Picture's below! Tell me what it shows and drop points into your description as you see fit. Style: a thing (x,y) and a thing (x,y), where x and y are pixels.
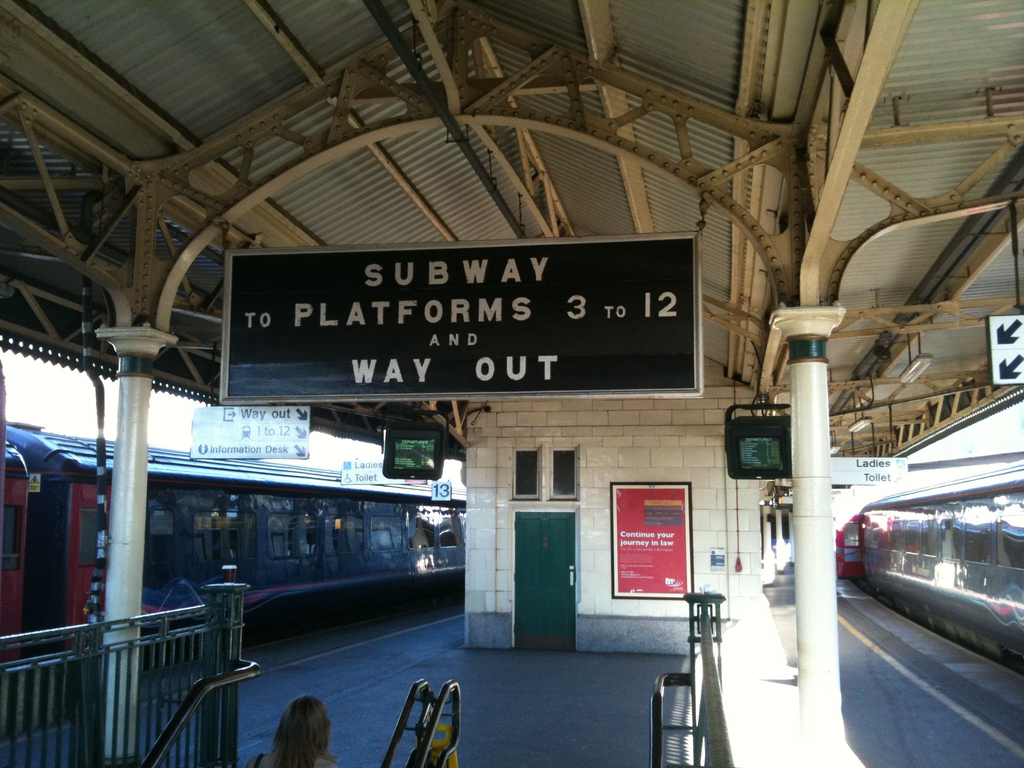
In this image two trains (417,587) are beside the platform (419,653). Two screens (424,451) are hanged from the roof (198,339). Bottom of image (305,727) there is a person (286,737) near the staircase (182,716). There is a door (547,623) to the wall (679,629). Few boards (469,320) are hanged from the roof (868,379).
